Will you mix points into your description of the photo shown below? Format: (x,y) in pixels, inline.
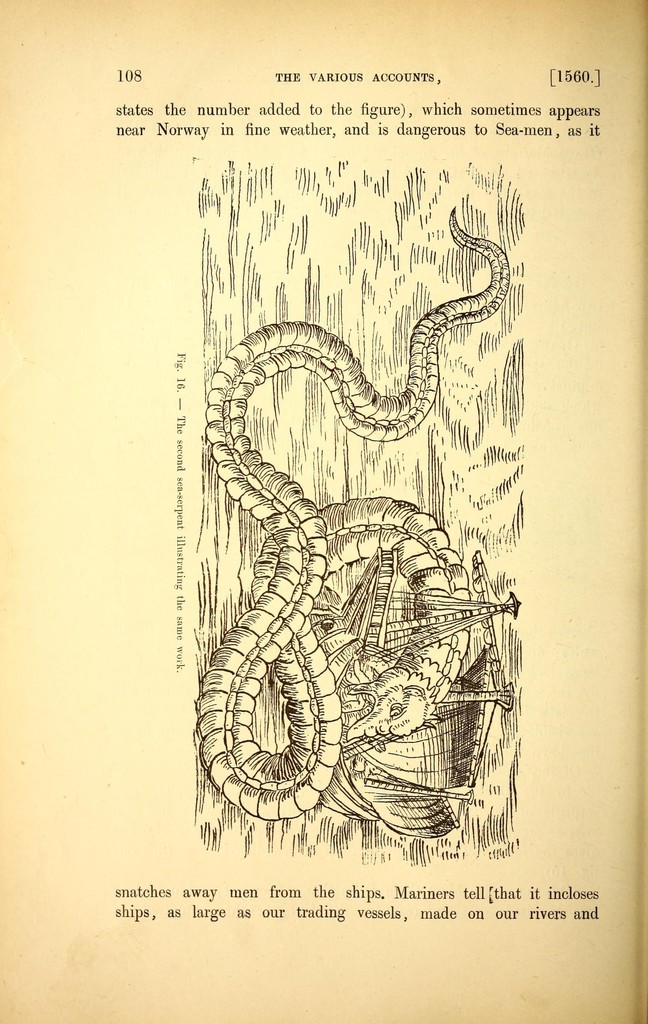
In the picture I can see a sketch (373,700) of an animal (319,781) and some other things (387,782). I can also see something written on the image.
